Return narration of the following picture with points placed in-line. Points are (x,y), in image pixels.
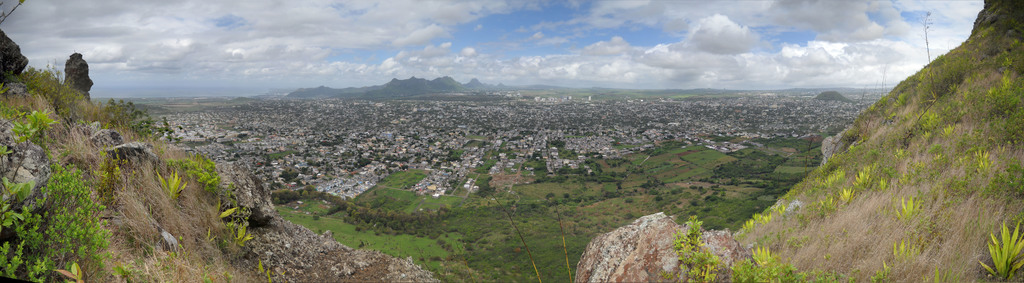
There are mountains (240,197) in the foreground area of the image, there are buildings (542,142) and greenery (532,166) in the center (484,131). There are mountains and the sky (484,66) in the background (540,45).
